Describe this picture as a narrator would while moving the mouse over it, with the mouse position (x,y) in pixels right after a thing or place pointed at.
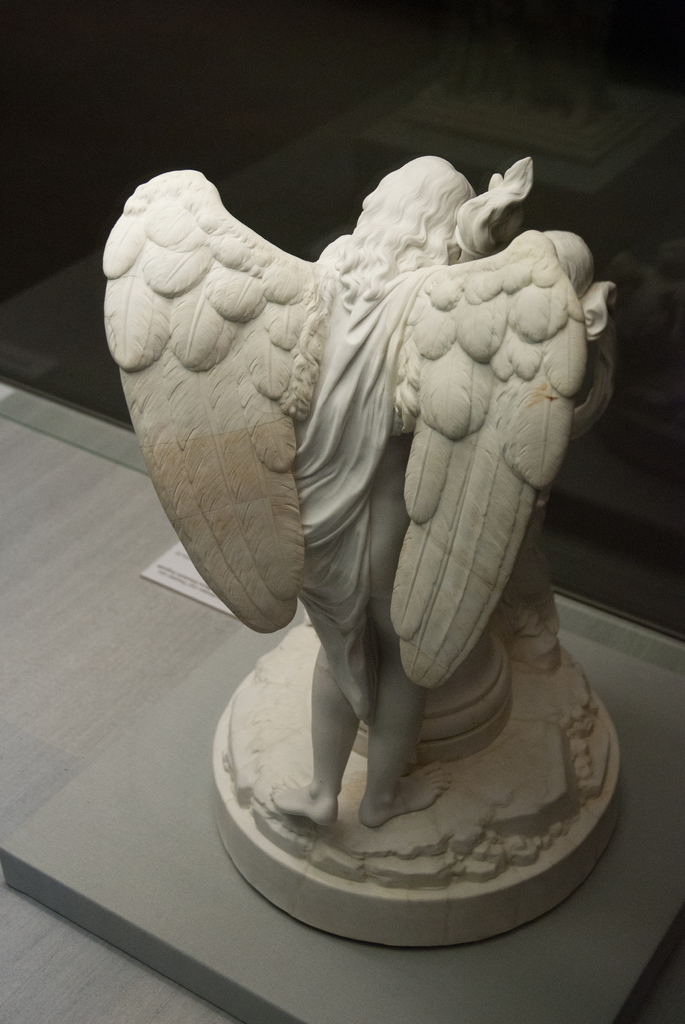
In the center of the image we can see a platform (89,684). On the platform (91,675), we can see one paper (173,575) and one square shaped structure (194,912). On the structure (179,893), we can see the sculptures (438,320). And we can see the dark background (421,131).
